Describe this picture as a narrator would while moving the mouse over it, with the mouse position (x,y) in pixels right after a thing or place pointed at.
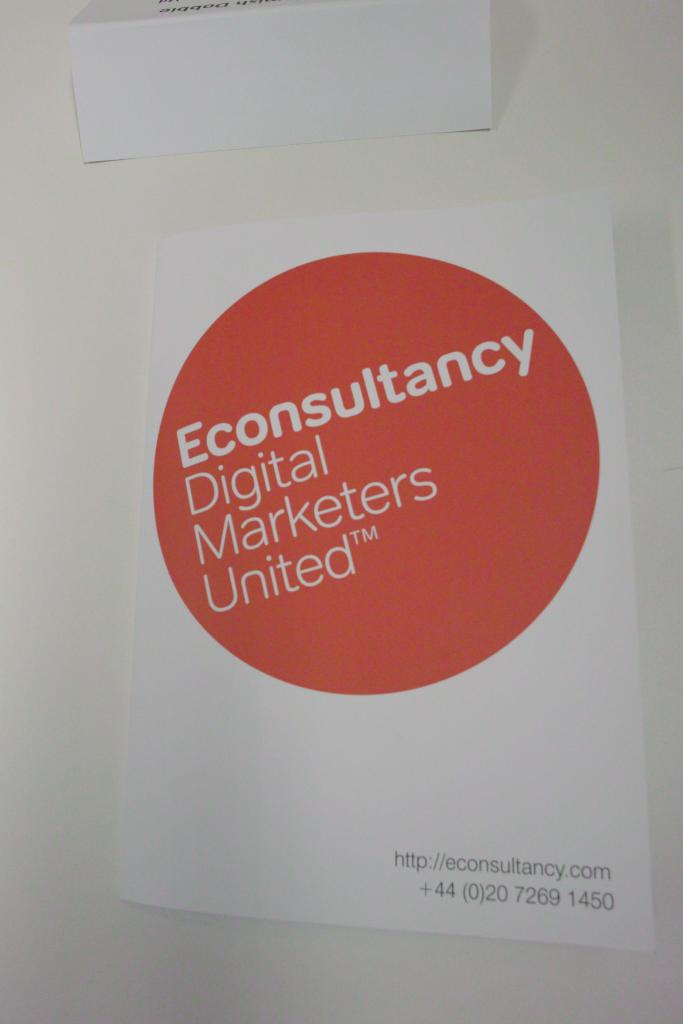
In this image, in the middle (417,669), we can see a chart (493,288) on which some text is written on it. On the top of the image (111,149), we can see a paper (103,143). In the background (531,29), we can see white color.
